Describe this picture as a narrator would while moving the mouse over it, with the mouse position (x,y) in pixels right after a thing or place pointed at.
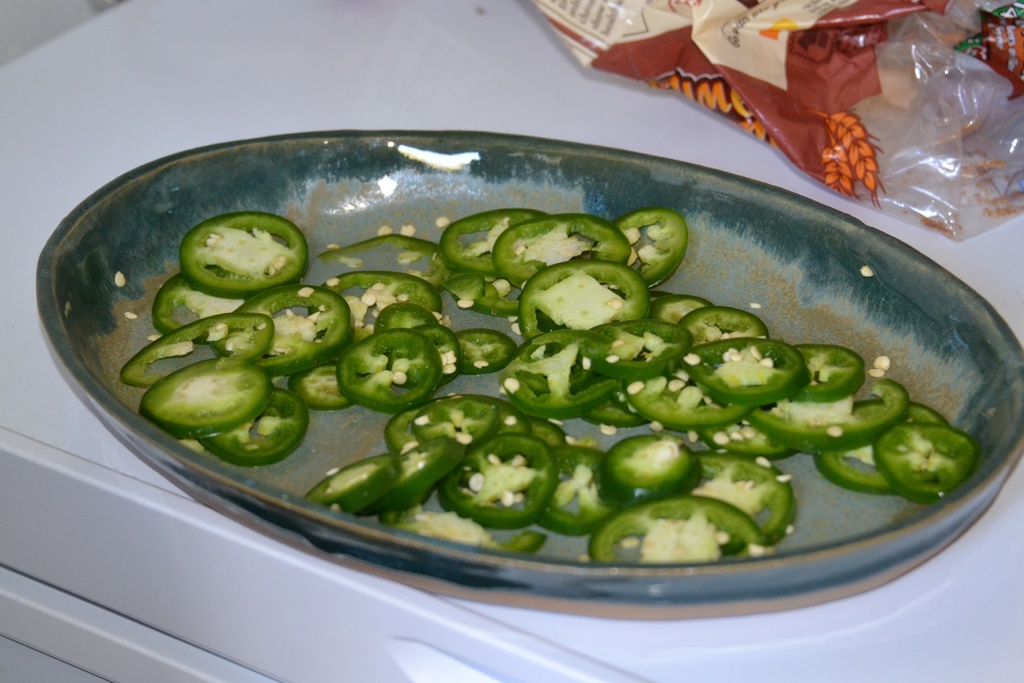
In this image I can see number of pieces of capsicums (472,448). In the background (583,12) I can see a plate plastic cover (802,41) and on it I can see something is written.
